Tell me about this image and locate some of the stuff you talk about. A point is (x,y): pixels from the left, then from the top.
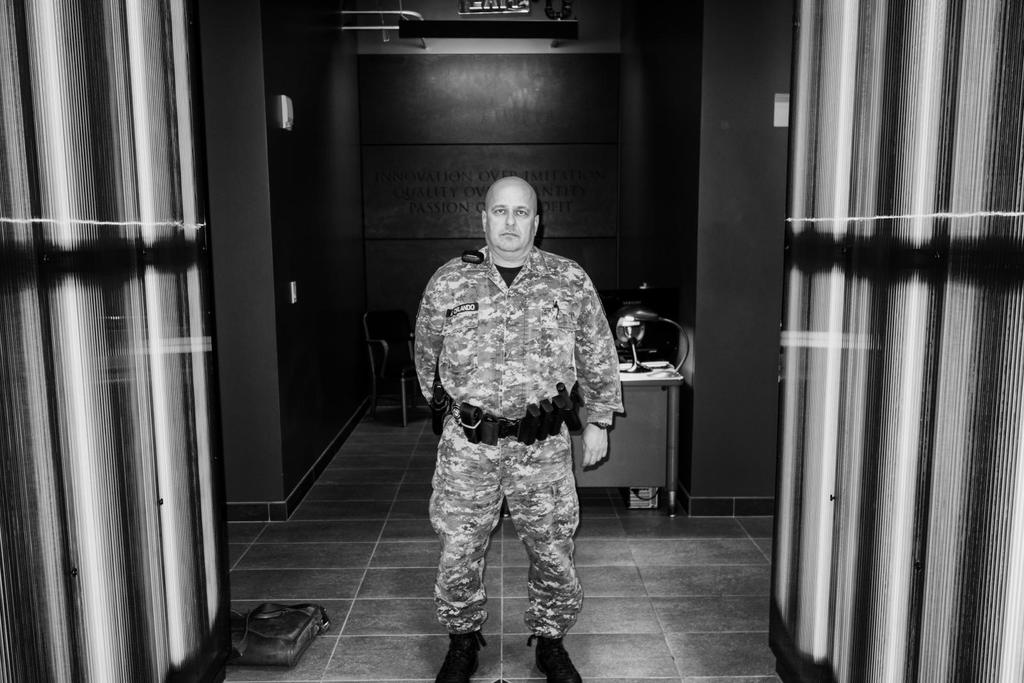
As we can see in the image there is a man (512,340) wearing army dress (448,391). Behind him there is a lamp (637,337) and there is a wall (299,303).
